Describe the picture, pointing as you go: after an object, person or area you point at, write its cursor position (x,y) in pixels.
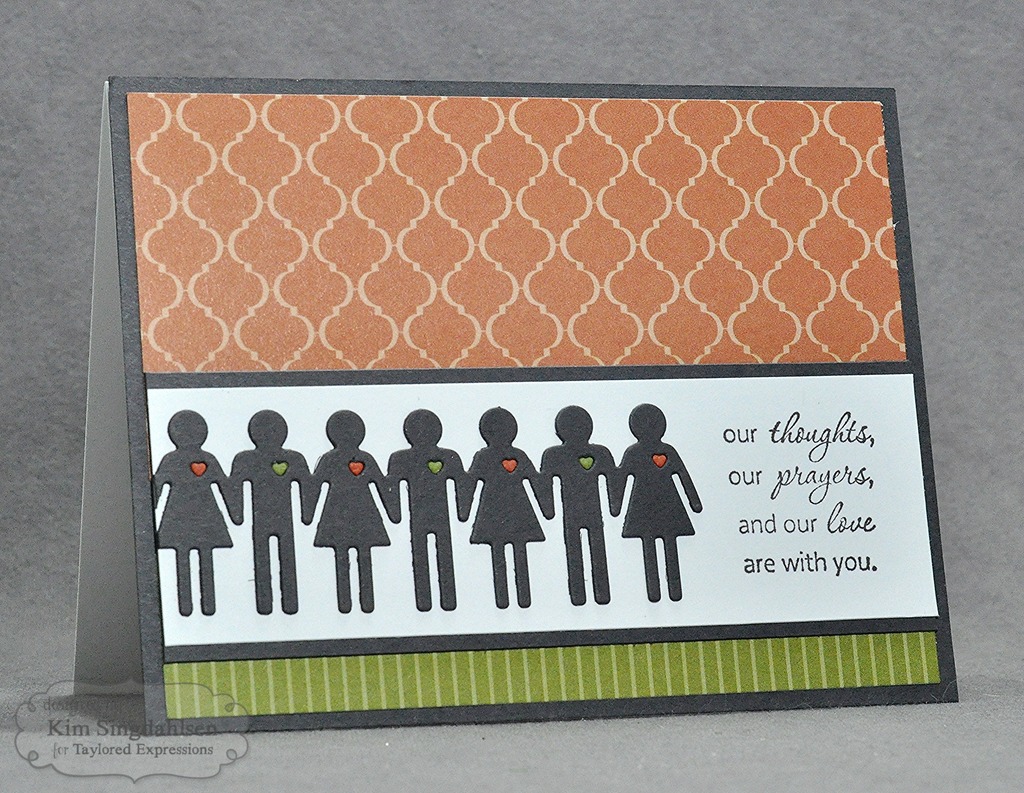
In the image we can see the greeting (445,206) and in the greeting (425,207) we can see cartoon images (412,437) and some text (754,518). On the bottom left (114,703), we can see the watermark (97,697).
